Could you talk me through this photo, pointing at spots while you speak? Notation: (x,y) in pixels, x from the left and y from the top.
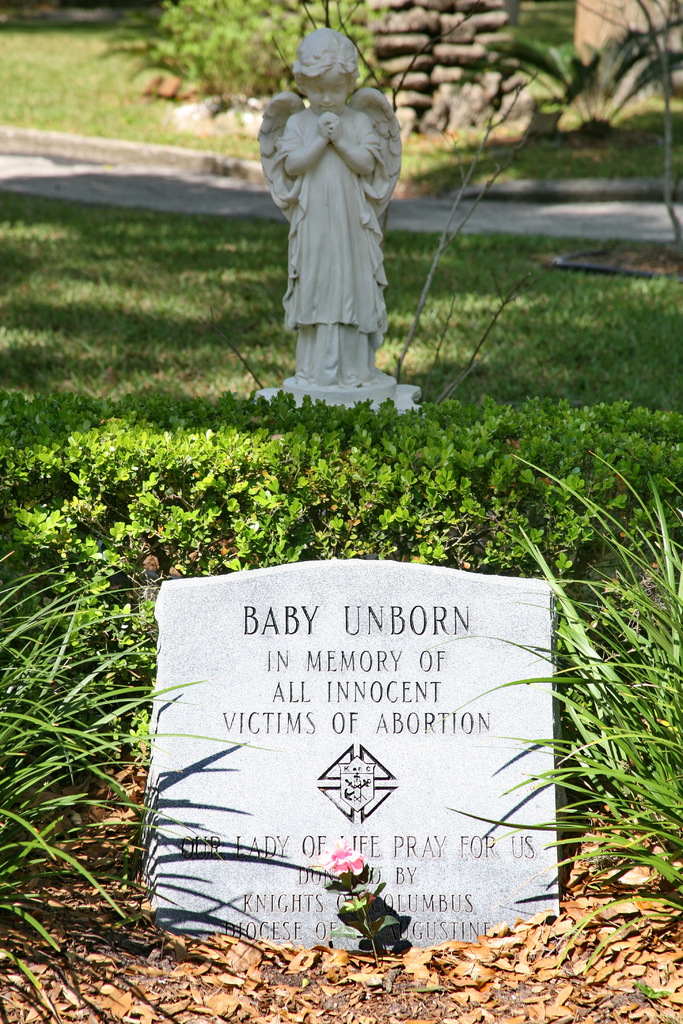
In the picture we can see a gravestone (549,852) on the grass surface (86,289) and on it we can see some information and behind it, we can see the sculpture of a person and behind it we can see the plants (624,51) and some stones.
